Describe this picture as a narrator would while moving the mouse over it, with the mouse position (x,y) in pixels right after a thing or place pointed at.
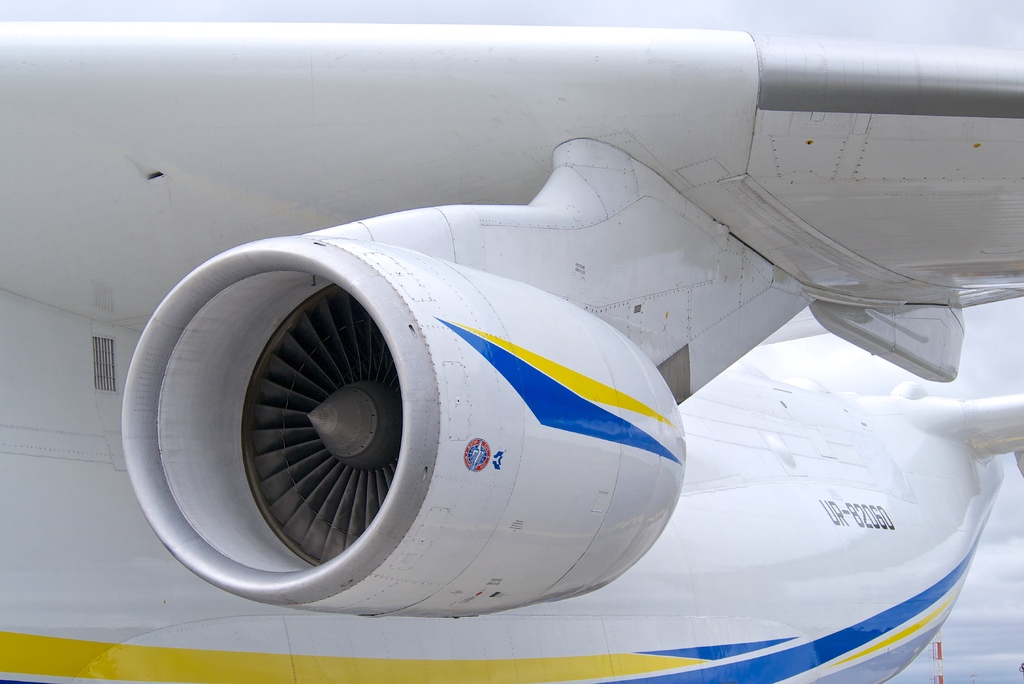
In this image, we can see a wing (265,229) of an aeroplane (552,423) and in the background (940,656), there is a tower (938,674) and we can see sky (1009,513).
